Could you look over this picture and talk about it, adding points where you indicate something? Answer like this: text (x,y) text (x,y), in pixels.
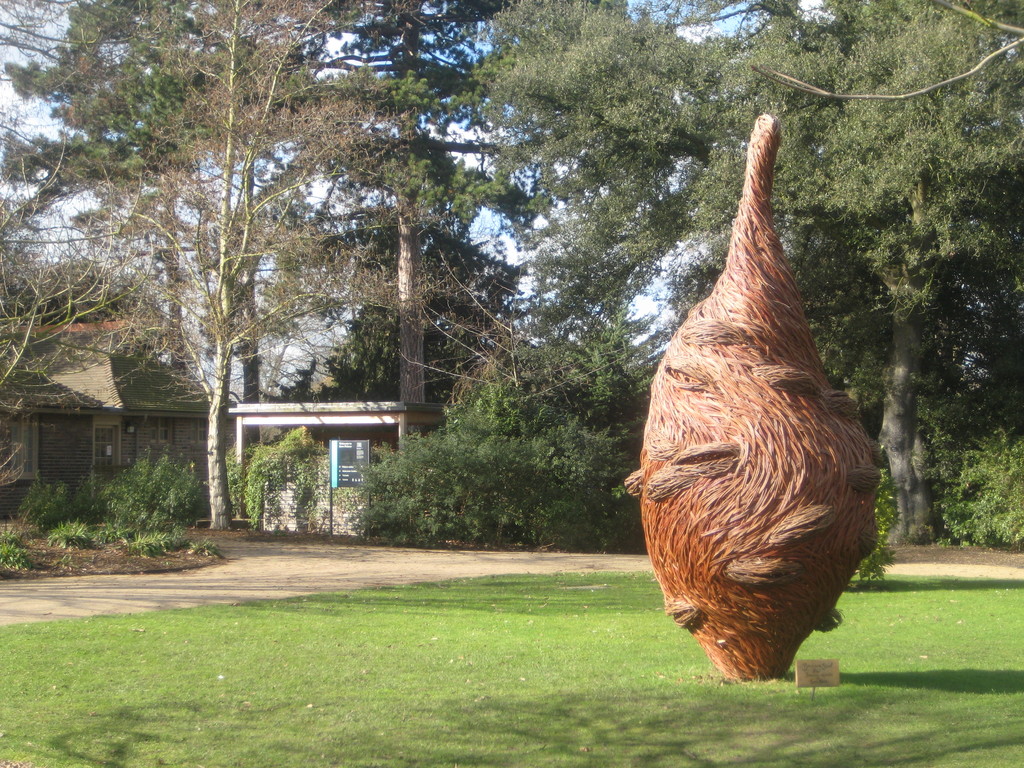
In this picture we can see the grass (480,740), sculpture (673,602), name boards (810,680), trees (125,233), plants (141,480), path (121,584), house (56,445) and in the background (458,157) we can see the sky (473,154).
